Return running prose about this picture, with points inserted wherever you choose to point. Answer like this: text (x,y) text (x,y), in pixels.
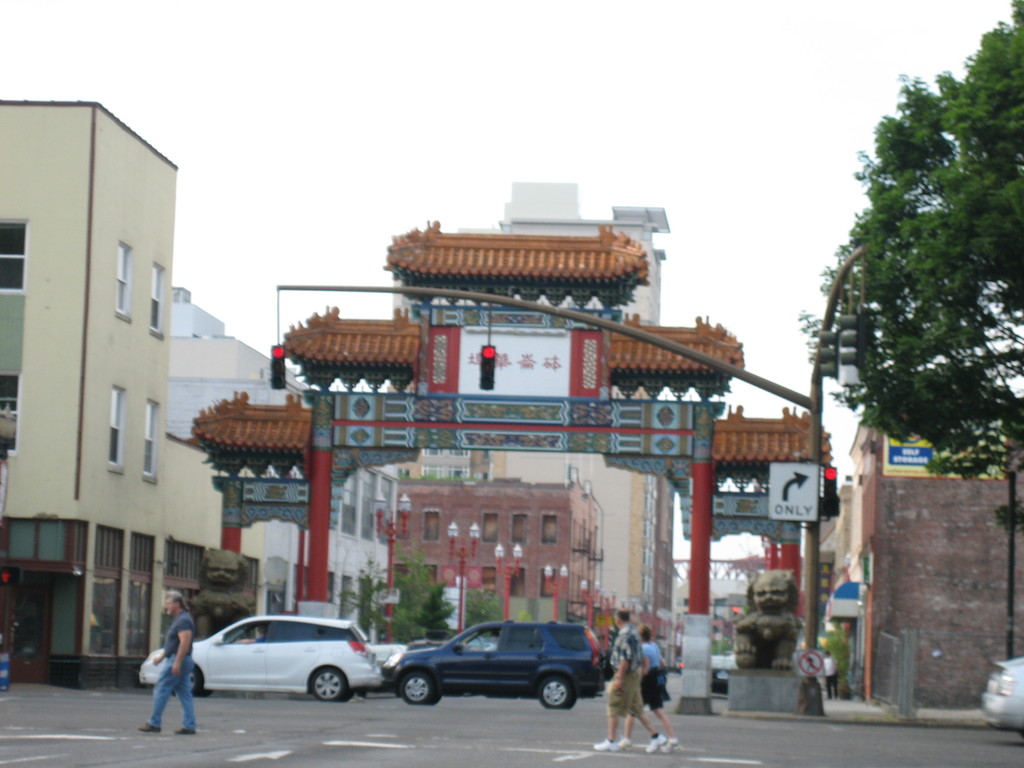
In the picture we can see people (651,671) walking on road (438,714), we can see vehicles (476,673) moving on the road (255,718), we can see traffic signal poles (808,560), boards (807,496), arch (695,626), buildings (383,575), light poles (1014,516), trees (1014,180) and the sky (679,242) in the background (751,146).
